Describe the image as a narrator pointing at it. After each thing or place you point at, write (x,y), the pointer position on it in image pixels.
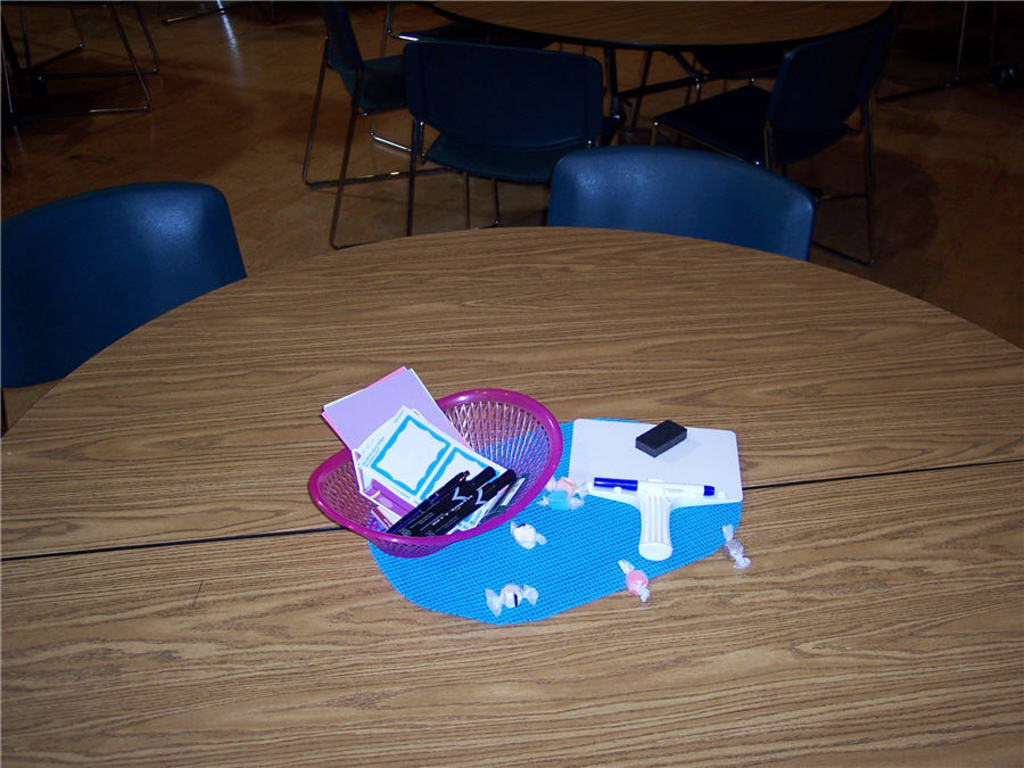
In the center of the image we can see two chairs (113,333). In front of chairs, we can see a table (747,340). On the table (764,334), there is a basket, papers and a few other objects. In the background (270,154) there is a floor (327,128), table (604,46) and chairs (514,96).
